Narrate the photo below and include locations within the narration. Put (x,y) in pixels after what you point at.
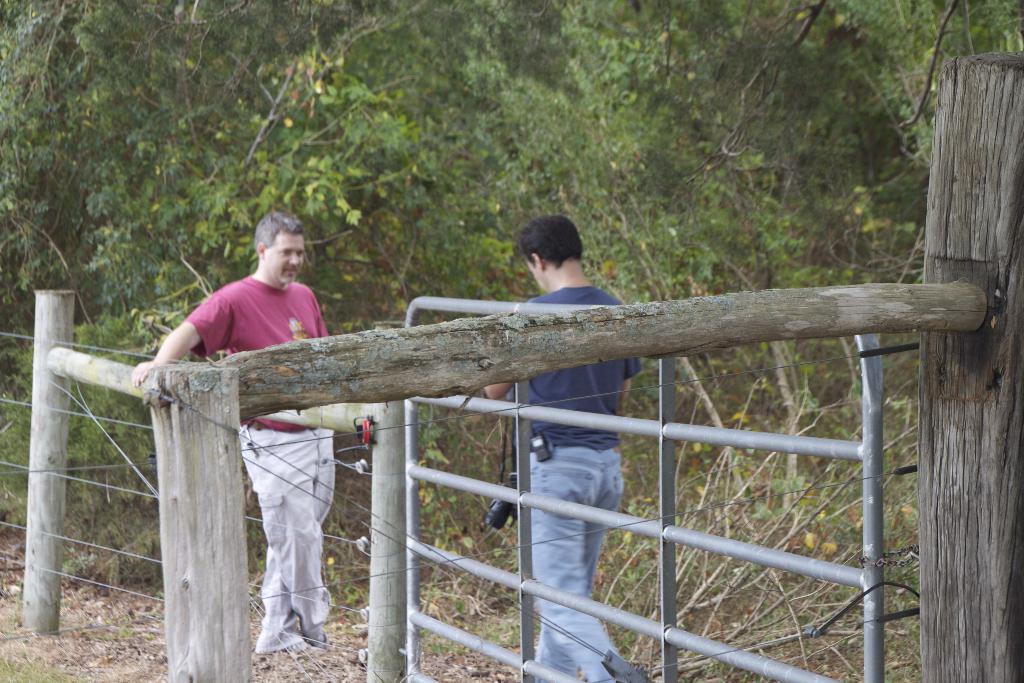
In this image I can see the metal gate (616,524), two persons (603,485) standing, few wooden poles (213,474) and the fencing (181,407). In the background (753,161) I can see few trees (596,111) which are green in color.
